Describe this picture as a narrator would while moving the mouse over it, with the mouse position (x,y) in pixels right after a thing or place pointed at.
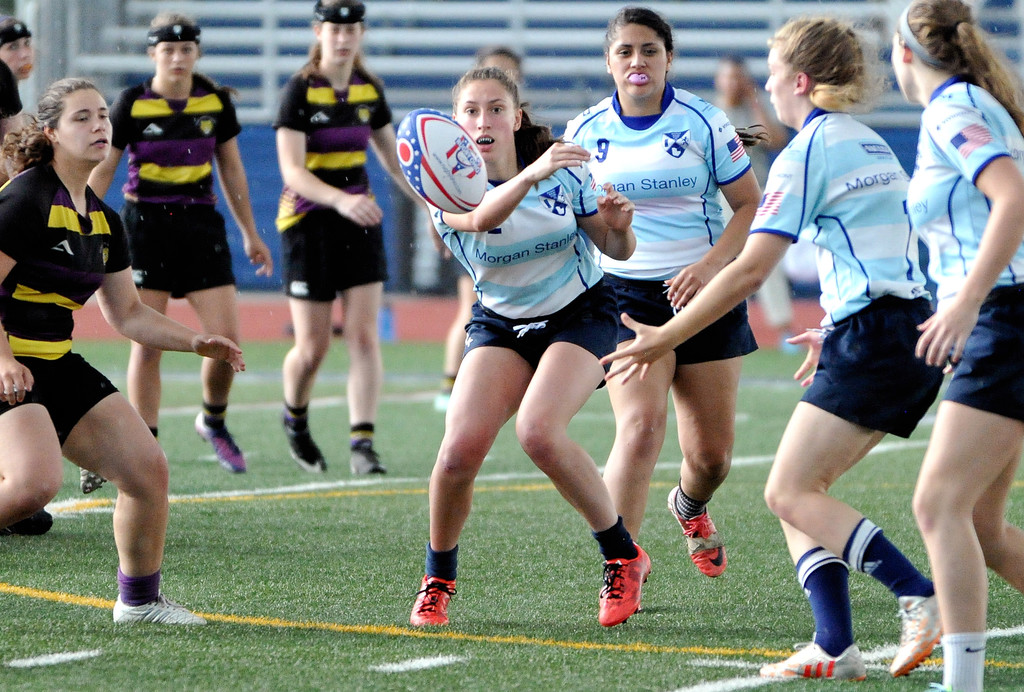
In this image I can see there are few girls (456,234) wearing black color dress (375,237) and wearing a blue color t-shirt (560,236) and I can see a ball (455,144) in the air (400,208) and they are playing a game in the ground (217,472).
